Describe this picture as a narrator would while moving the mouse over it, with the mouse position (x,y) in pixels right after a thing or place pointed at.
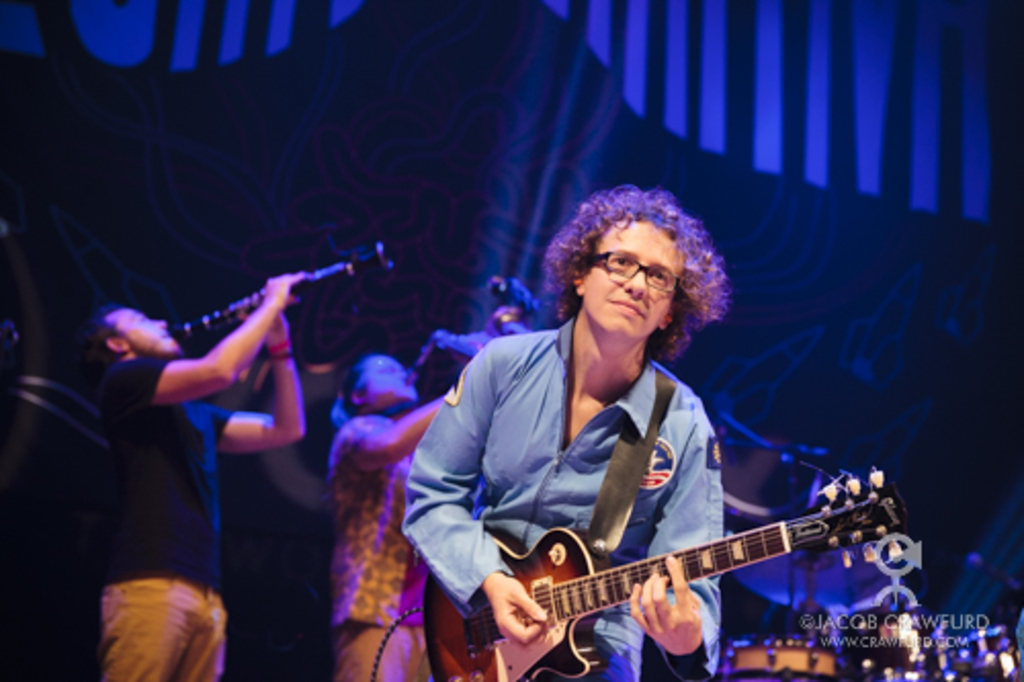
This man (531,422) wore spectacles (667,291), blue shirt (511,492) and playing guitar (536,567). Far these persons (356,446) are playing musical instruments (240,301). These are musical instruments (787,533).
